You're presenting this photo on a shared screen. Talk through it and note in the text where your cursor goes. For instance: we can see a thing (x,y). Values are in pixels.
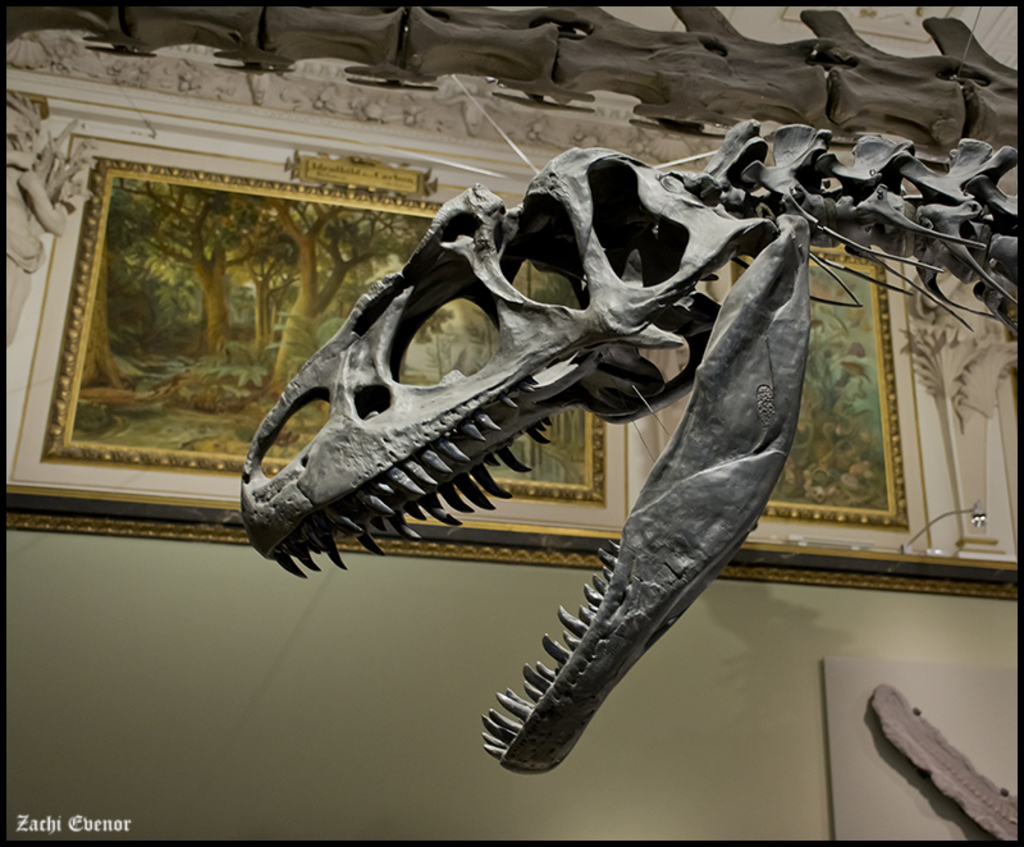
In this picture we can see a skeleton (650,378) of a dinosaur (648,364), there is some text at the left bottom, in the background (411,638) we can see a wall (534,599) and photo frame (186,296), we can see picture (145,296) of trees (409,247) in the frame (368,204).
